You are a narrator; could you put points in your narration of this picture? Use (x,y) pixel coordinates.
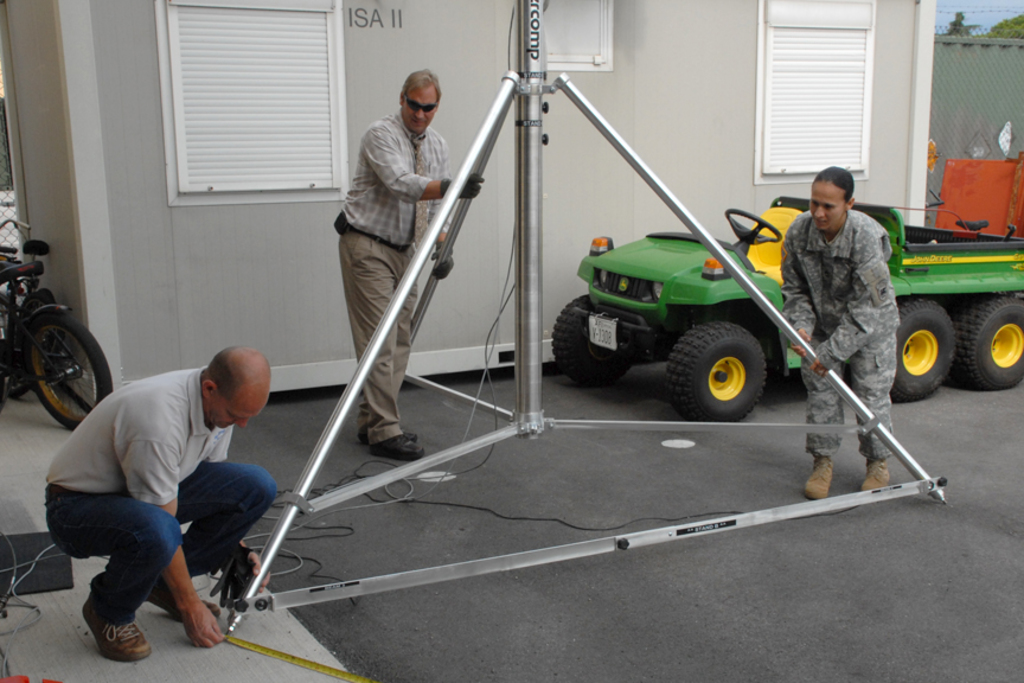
In this image there are two men (385,307) and a woman (803,335) are working with iron rods (295,598), in the background (499,259) there is a vehicle (956,266), bicycle (43,314) and a shed (922,197).
